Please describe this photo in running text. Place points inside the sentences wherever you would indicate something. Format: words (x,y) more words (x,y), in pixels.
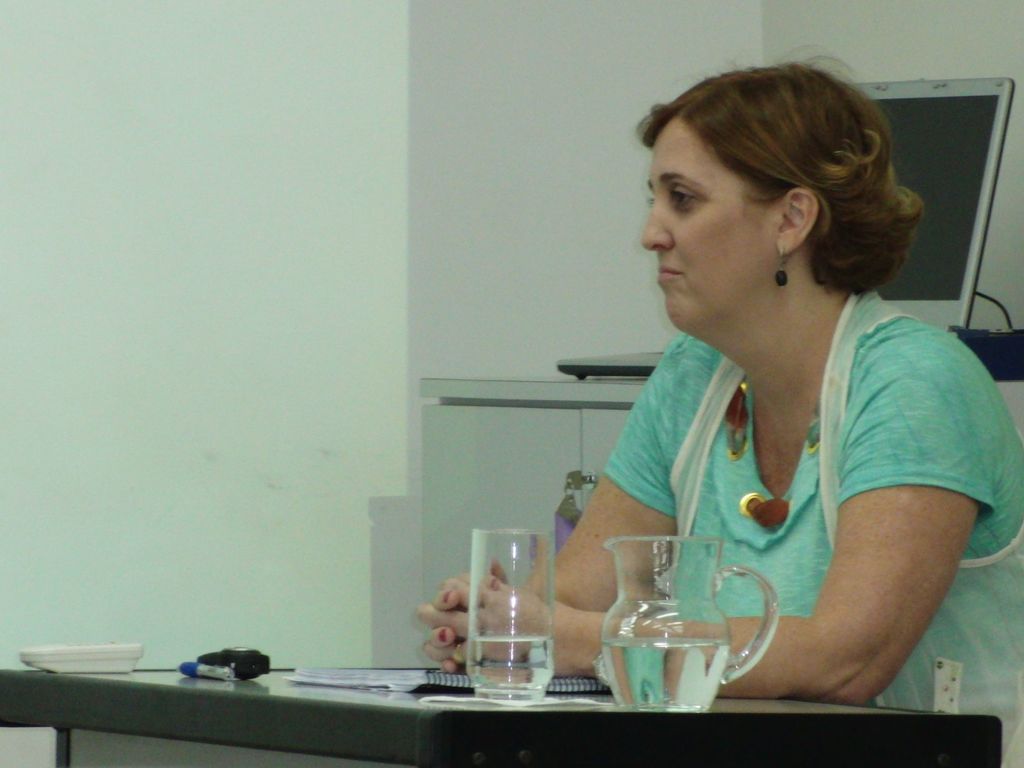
In this picture we can see a glass (528,689), a jug (638,603), a book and a few things (257,664) visible on the table (395,755). There is the liquid (477,677) visible in a glass (491,670) and in a jar (718,618). We can see a woman (749,397), a laptop (972,203) and other objects (503,475).
